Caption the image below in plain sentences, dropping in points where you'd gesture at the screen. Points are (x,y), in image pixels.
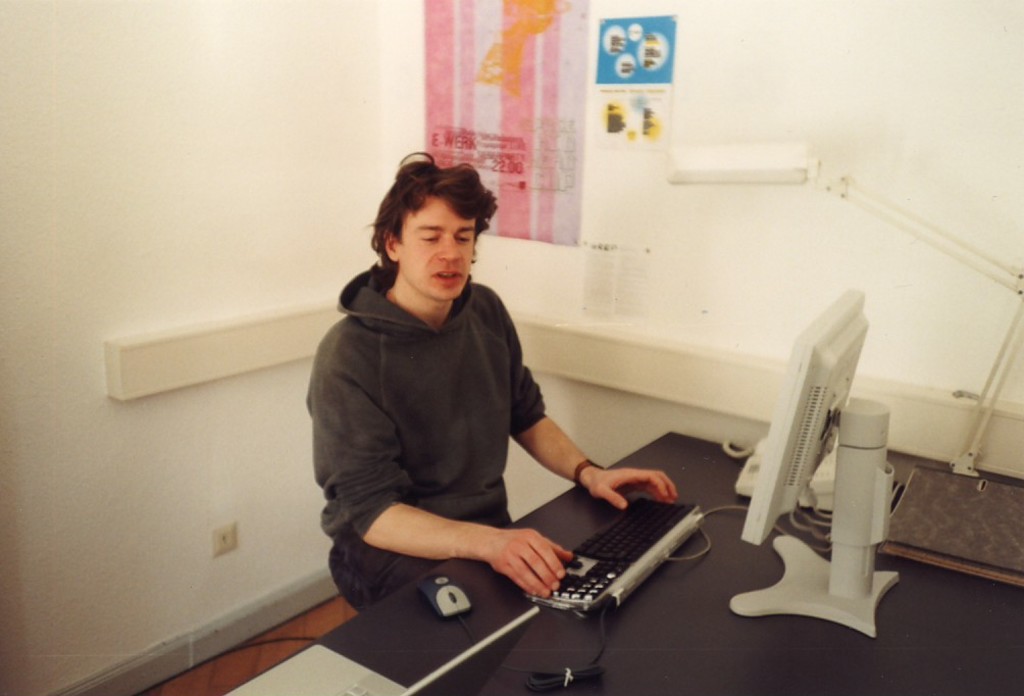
In this image I can see the person (384,346) with the dress (340,348). In-front of the person (402,346) I can see the system (641,564), book (905,522) and the wires (533,675). In the background (468,47) I can see the posters (495,109) and papers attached to the wall (807,73).
